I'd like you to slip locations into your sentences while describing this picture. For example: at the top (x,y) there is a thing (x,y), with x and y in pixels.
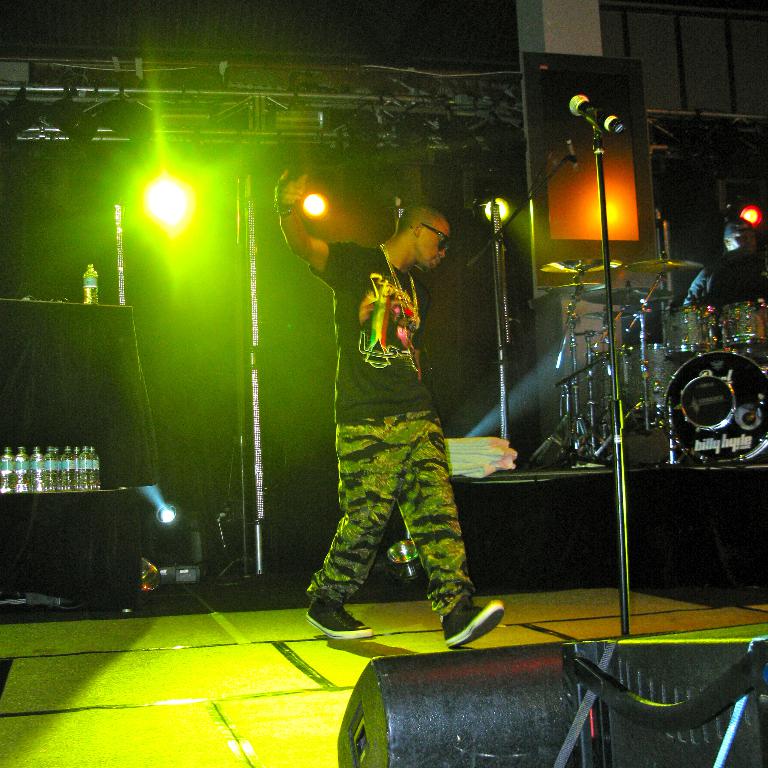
In this picture I can see a man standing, there are mikes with the mikes stands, there are drums (683,413), cymbals (573,270) with the cymbals stands (573,270), there is another person (749,285), there are water bottles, speakers (755,767), lighting truss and there are focus lights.
